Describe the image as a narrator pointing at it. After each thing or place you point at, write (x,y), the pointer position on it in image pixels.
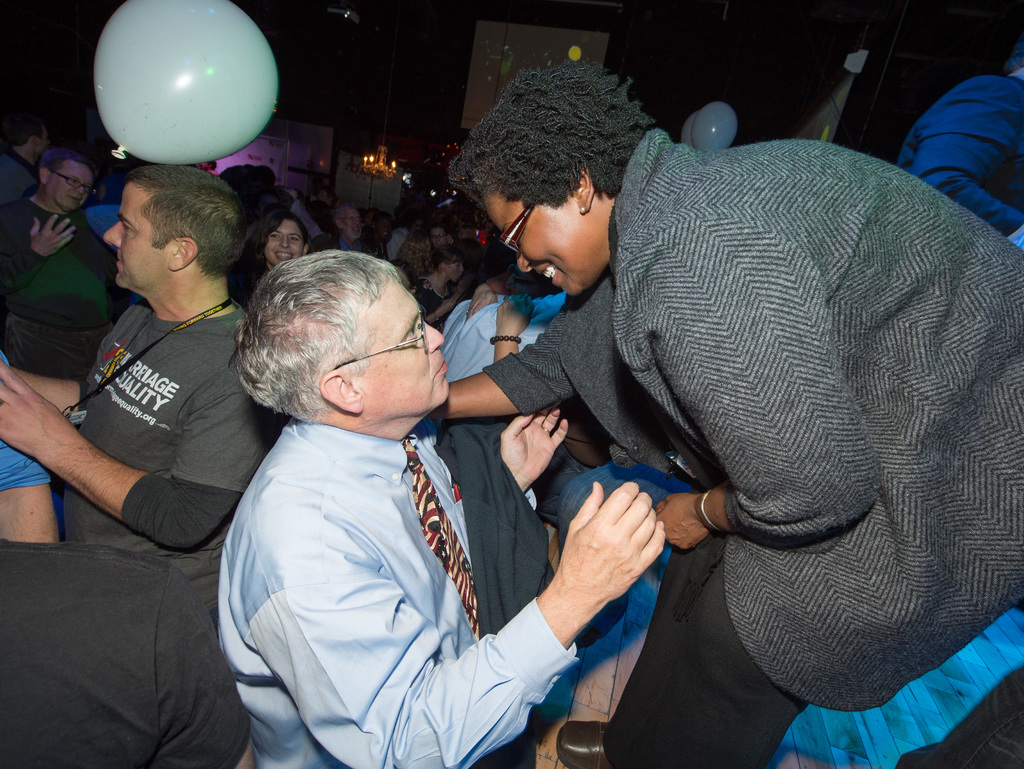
In this image we can see the people (393,384) standing. And at the back (491,79) there is a screen (594,34), balloon (267,73), light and it looks like a banner (354,189).
